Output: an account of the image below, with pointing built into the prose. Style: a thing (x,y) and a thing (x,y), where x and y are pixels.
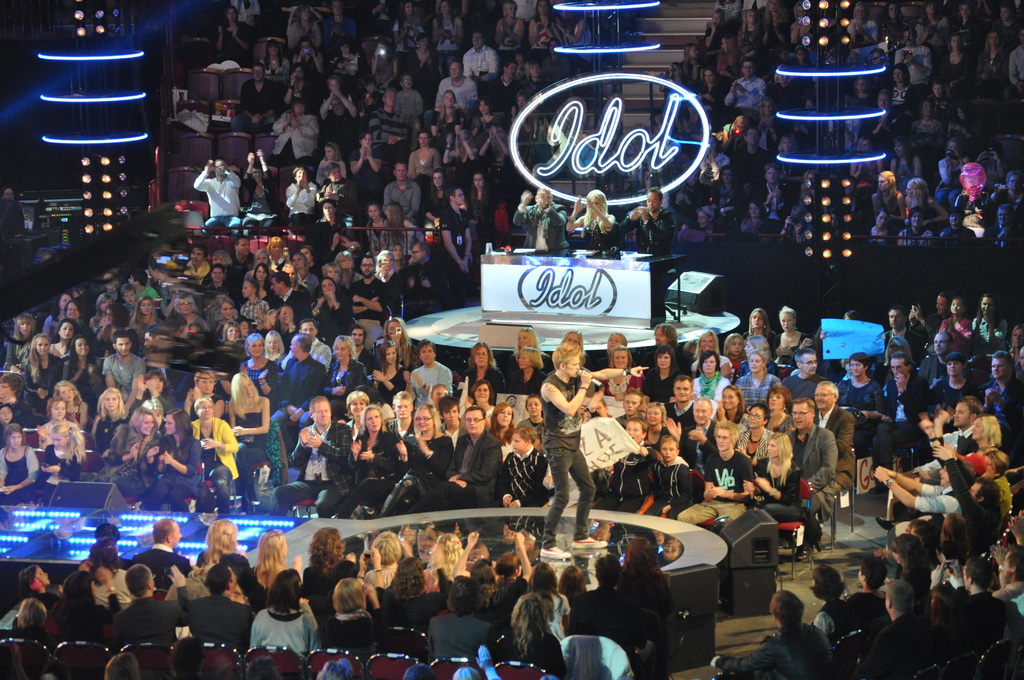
Here people (1017,583) are sitting on the chairs (840,492), this is desk (545,286), a man (582,389) is standing holding microphone (595,382).
